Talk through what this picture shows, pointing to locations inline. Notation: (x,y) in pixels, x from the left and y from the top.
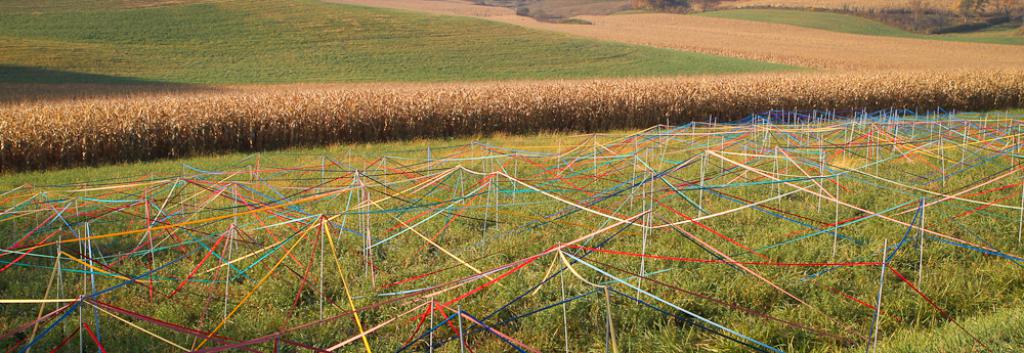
In the picture there are many crops (501,129) and grass (578,235) and in a particular area (453,210) there are plenty of colorful ribbons (36,302) above the grass (959,258).
